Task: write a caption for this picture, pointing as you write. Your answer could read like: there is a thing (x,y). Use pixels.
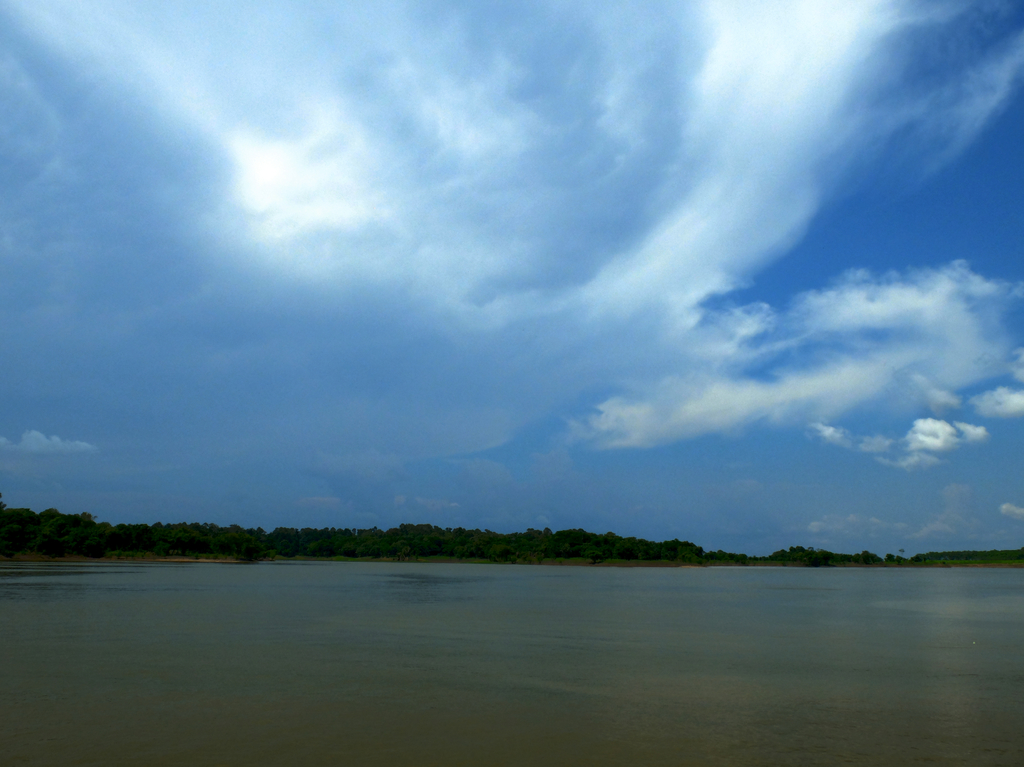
In this image there is a sea (434,625), behind the sea (436,639), there are trees (463,553), at the top of the image (535,233) there are clouds (421,291) in the sky (332,332).
